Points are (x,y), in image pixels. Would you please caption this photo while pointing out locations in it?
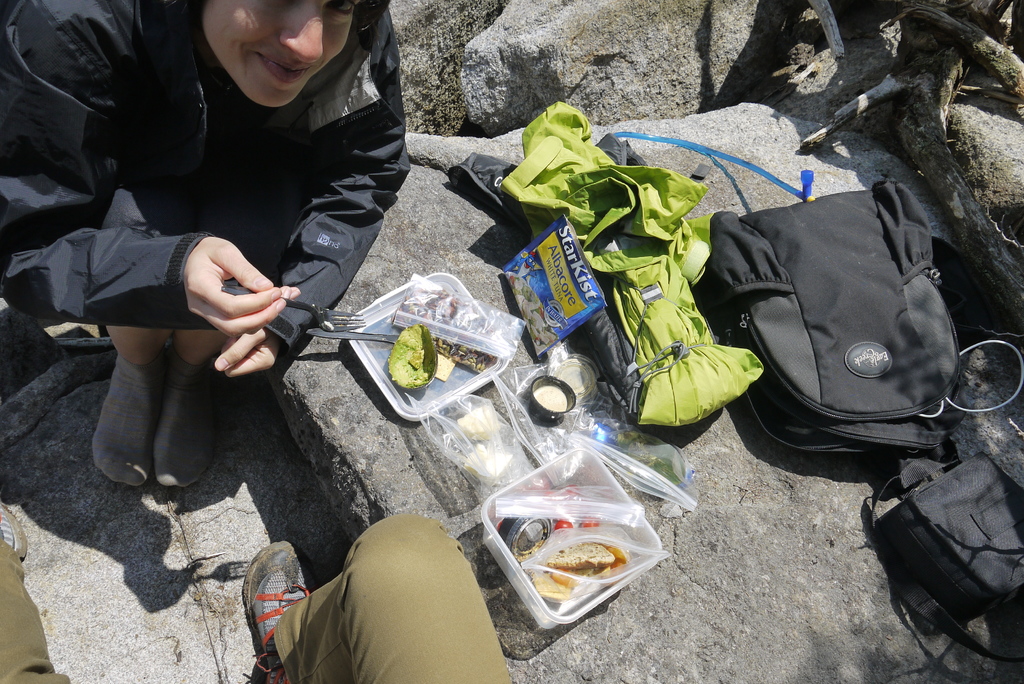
This is image consist of a person (89,139) and there is a rock (430,234), on the rock (437,242) there are back packs (793,371) and green color cloth (663,392) and there are the boxes (423,404) and food item (594,554) on the box (525,581) kept on the rock (625,655) and a person leg (361,553) is visible on the middle corner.
